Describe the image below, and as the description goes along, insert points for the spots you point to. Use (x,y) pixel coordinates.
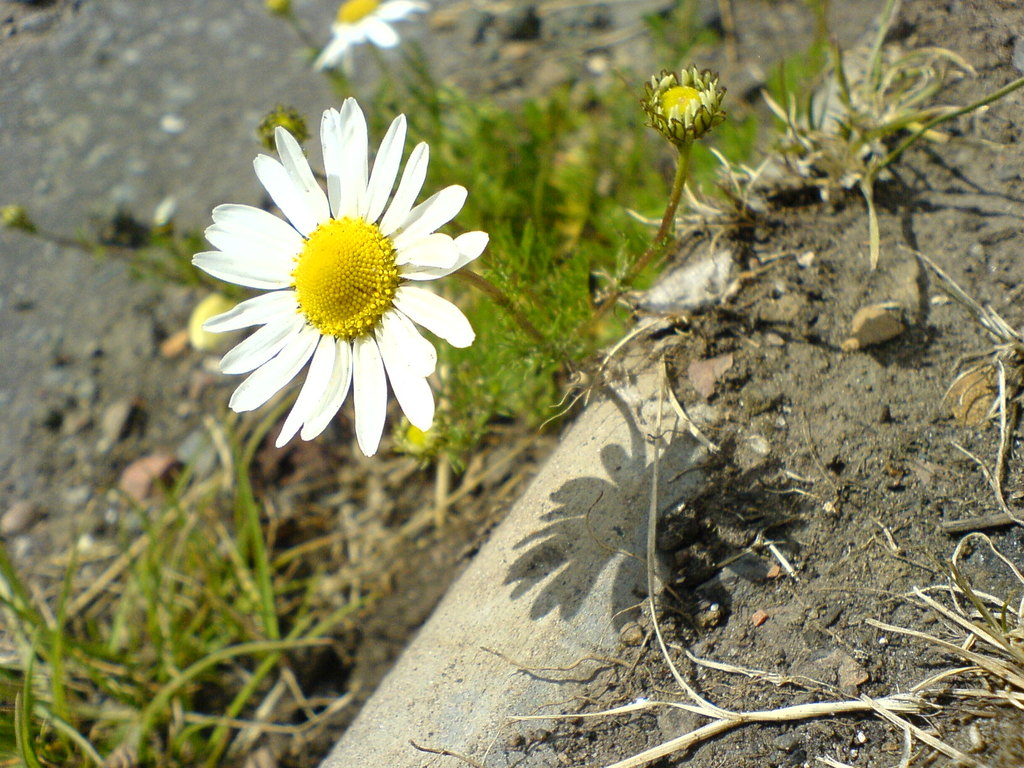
In this picture we can see flowers (401,17), plants (509,285), stones (837,674), soil (799,316) and in the background (163,134) we can see the ground (176,149).
